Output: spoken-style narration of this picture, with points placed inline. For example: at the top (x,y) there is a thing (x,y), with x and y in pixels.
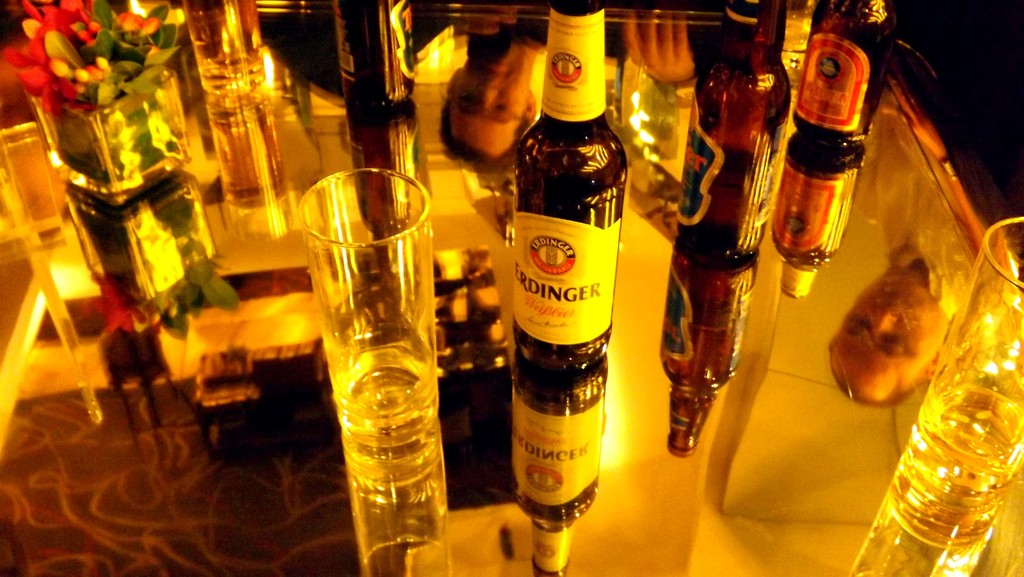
Picture has the reflection (895,388) of two persons (908,310) and there is a table (452,425) on which a glass (358,388), bottles (595,259) and flower vase (171,157) is kept.
